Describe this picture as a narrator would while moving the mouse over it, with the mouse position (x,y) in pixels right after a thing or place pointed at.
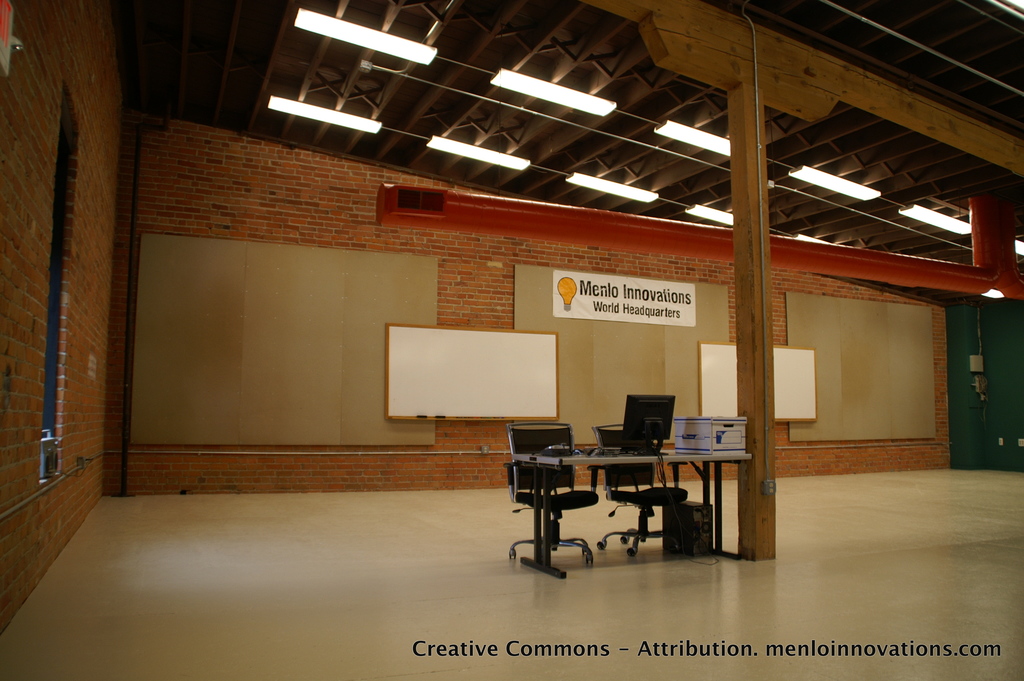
In this picture we can see the inside view of a room (211,529). These are the chairs (622,484) and this is table (601,460). There is a board (485,357). This is wall (301,183). Here we can see some lights (627,191) and this is roof (560,48).
